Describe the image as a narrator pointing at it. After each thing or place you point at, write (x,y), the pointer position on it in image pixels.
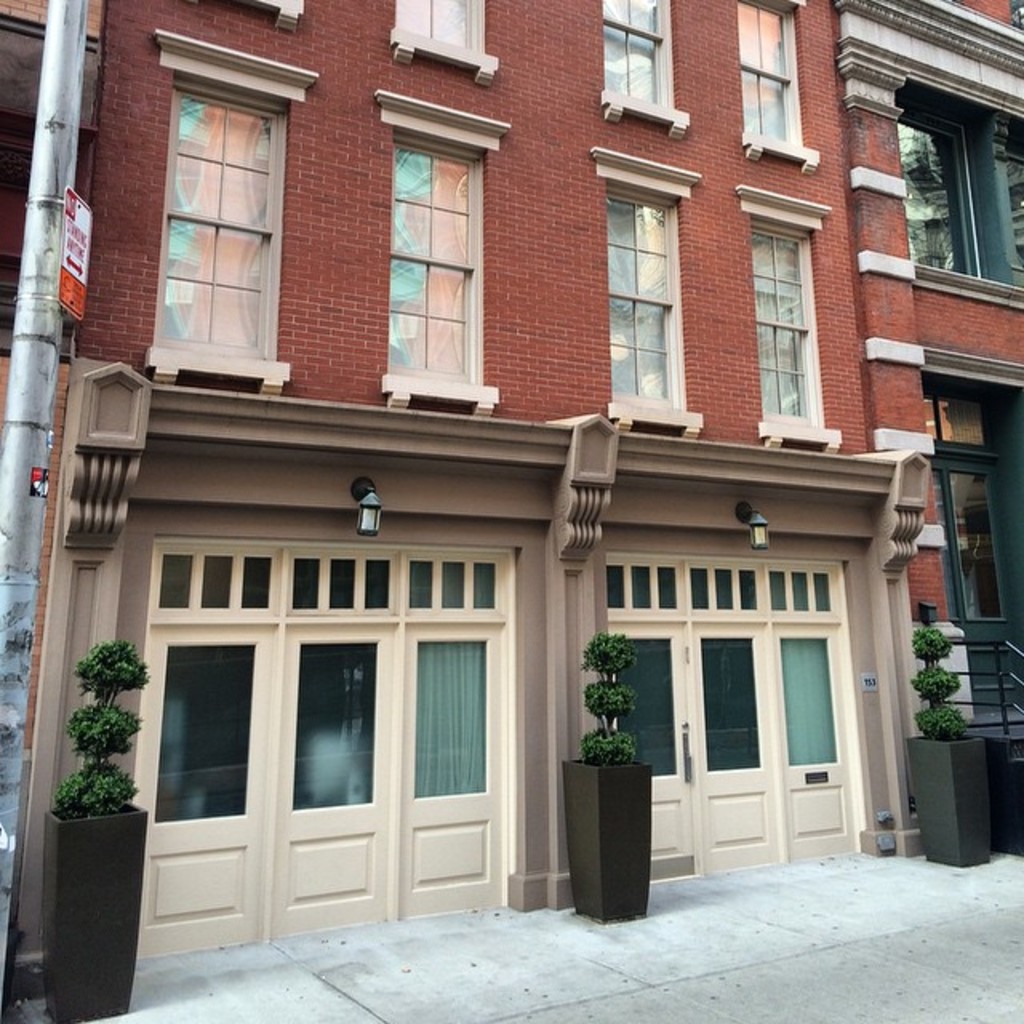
In this image we can see buildings (475,269) with glass windows (637,217) and doors (392,704). In front of the building (556,786), potted plants (577,789) are there. There is a pole (41,470) on the left side of the image (21,729).
